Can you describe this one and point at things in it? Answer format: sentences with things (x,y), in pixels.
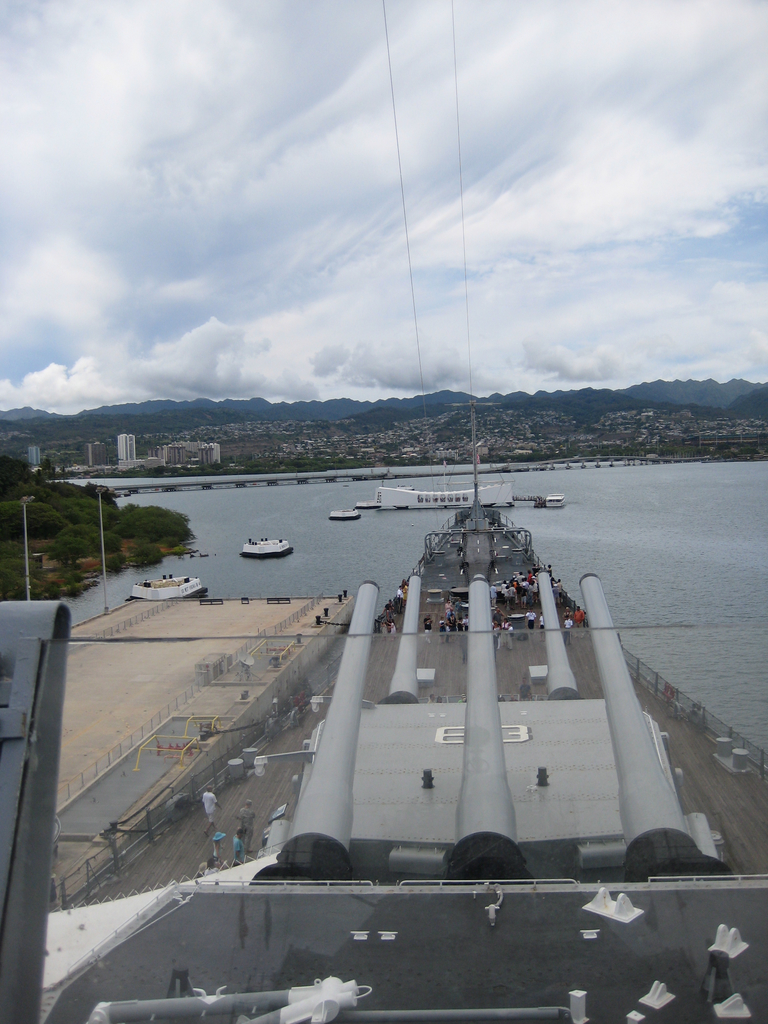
In this image we can see a vehicle (318,945) and there are people (581,621). There is a bridge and we can see boats (258,546) on the water (387,520). In the background (81,499) there are trees (81,499), buildings (290,441), hills (450,402) and sky (502,244).
